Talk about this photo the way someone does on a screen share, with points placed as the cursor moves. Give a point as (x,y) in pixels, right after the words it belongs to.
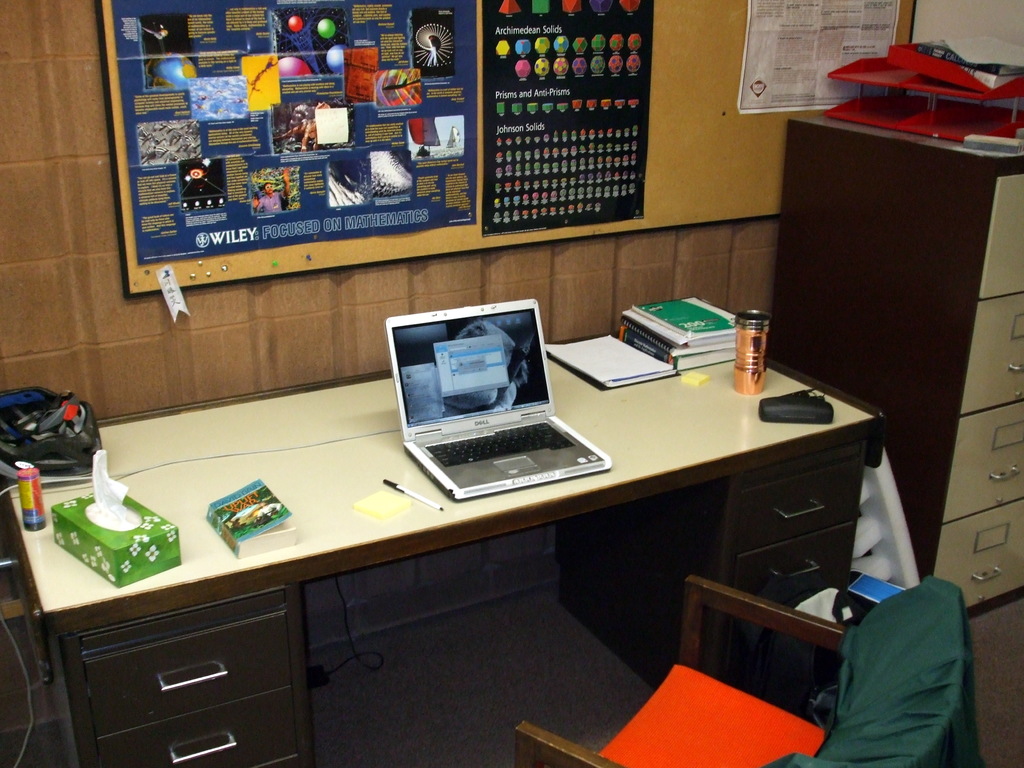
In the center of the image (343,425) we can see a table (440,512). On the table (731,406) we can see a laptop (451,470), pen (431,501), papers (405,505), books (691,316), bottle (745,366), box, tissue paper box (106,531), spray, bag (56,466). In the background of the image (130,225) we can see the wall (72,265), boards (741,15), papers (584,66). On the right side of the image (919,350) we can see the cupboards (975,373) and handles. At the bottom of the image (679,755) we can see the floor (553,726), chair (743,729), cloth (871,714).
